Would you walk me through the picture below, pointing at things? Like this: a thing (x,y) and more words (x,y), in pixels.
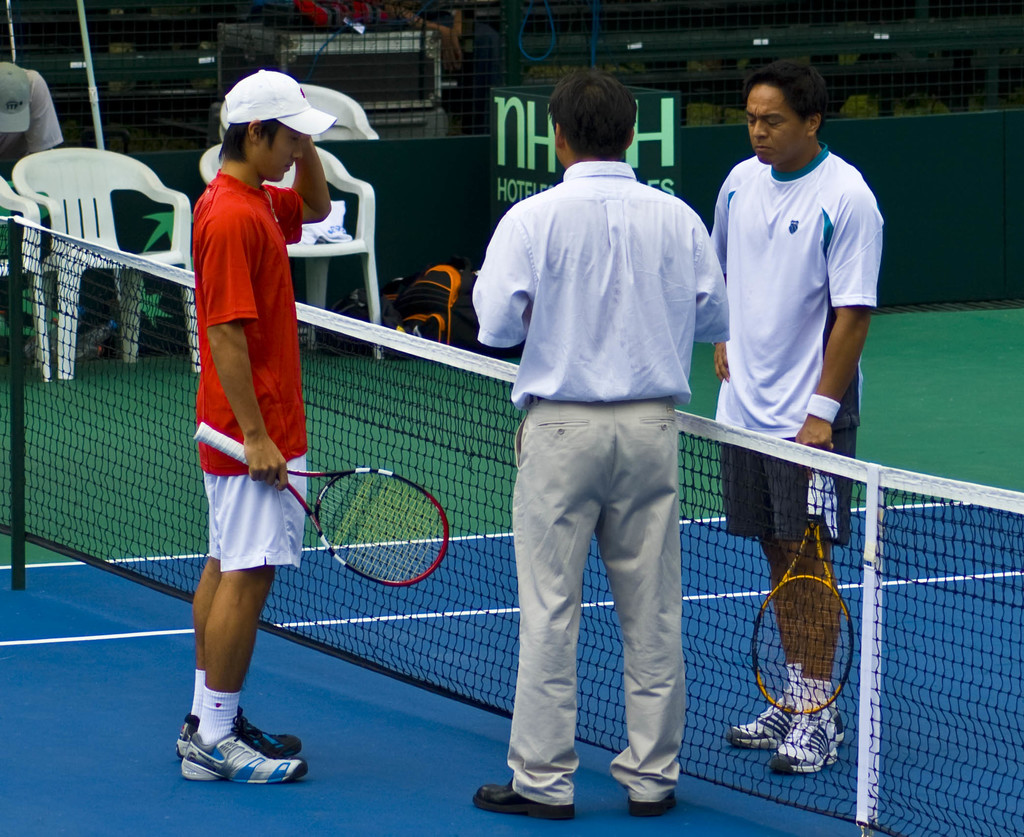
In this image I can see there are three persons (618,466) standing in front of the fence (150,565) and a person (259,389) wearing a red color t-shirt (276,329) and holding a racket (323,471) and I can see four chairs (96,173) kept on the ground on the left (107,163) and I can see a fence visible at the top (386,95). beside the chair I can see a backpacks (448,297) kept on the ground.
